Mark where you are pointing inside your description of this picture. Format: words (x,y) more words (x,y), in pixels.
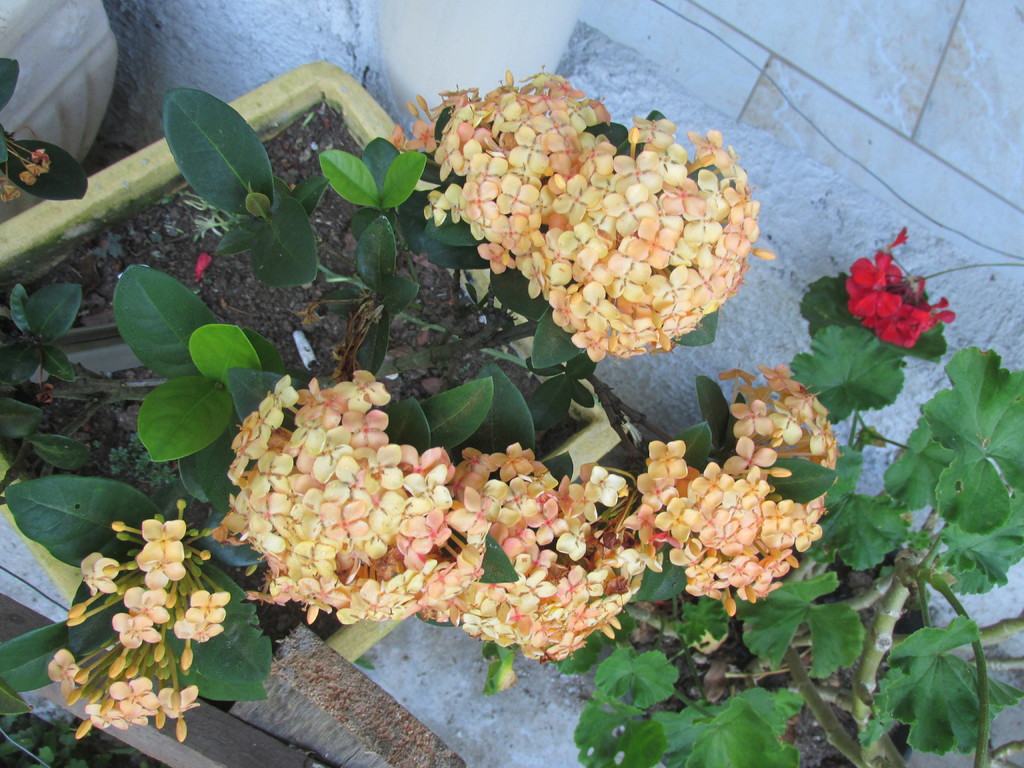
In this image there are some trees (149,351) with some flowers (543,498) as we can see in middle of this image (445,502) and there is a wall (629,98) in the background (246,29).
